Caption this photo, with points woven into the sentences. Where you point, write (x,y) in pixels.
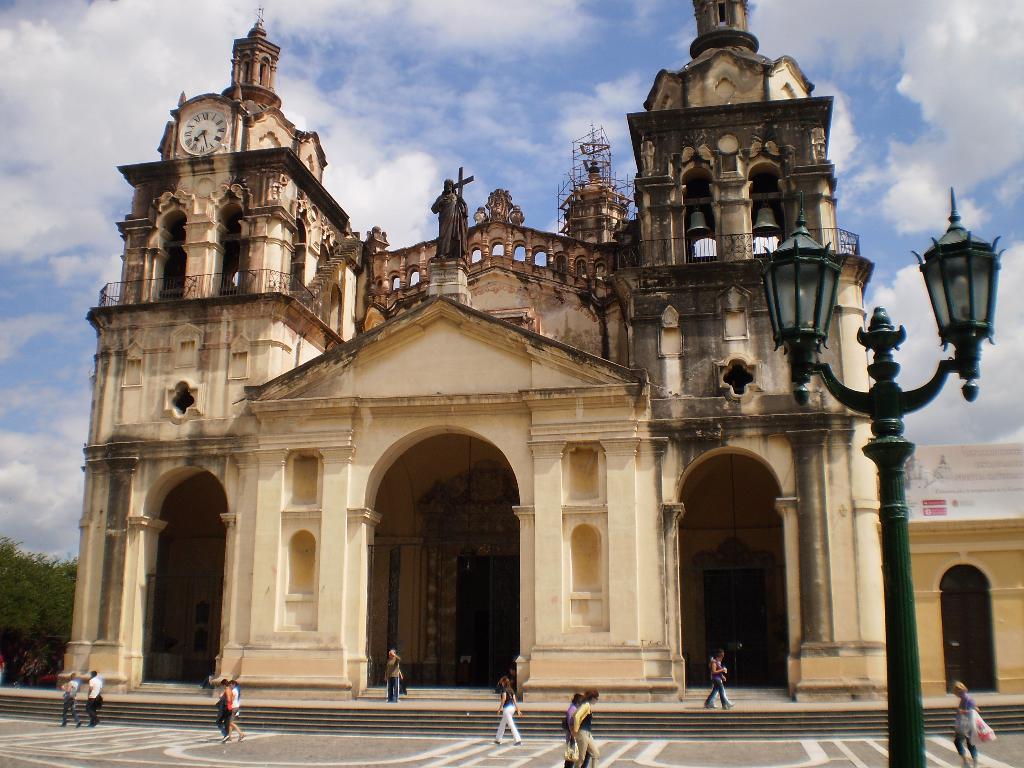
In this picture, there is a church (531,320) in the center (552,346). At the top of the church (274,168), there is a clock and a statue (461,216). Before the church (431,674), there are stairs (316,723) and people (224,724). The people (711,687) are moving around. Towards the right (898,685), there is a pole (915,701) with lights (799,388). At the left (55,593), there are trees (13,559). In the background (542,150), there is a sky (623,41) with clouds (575,108).
